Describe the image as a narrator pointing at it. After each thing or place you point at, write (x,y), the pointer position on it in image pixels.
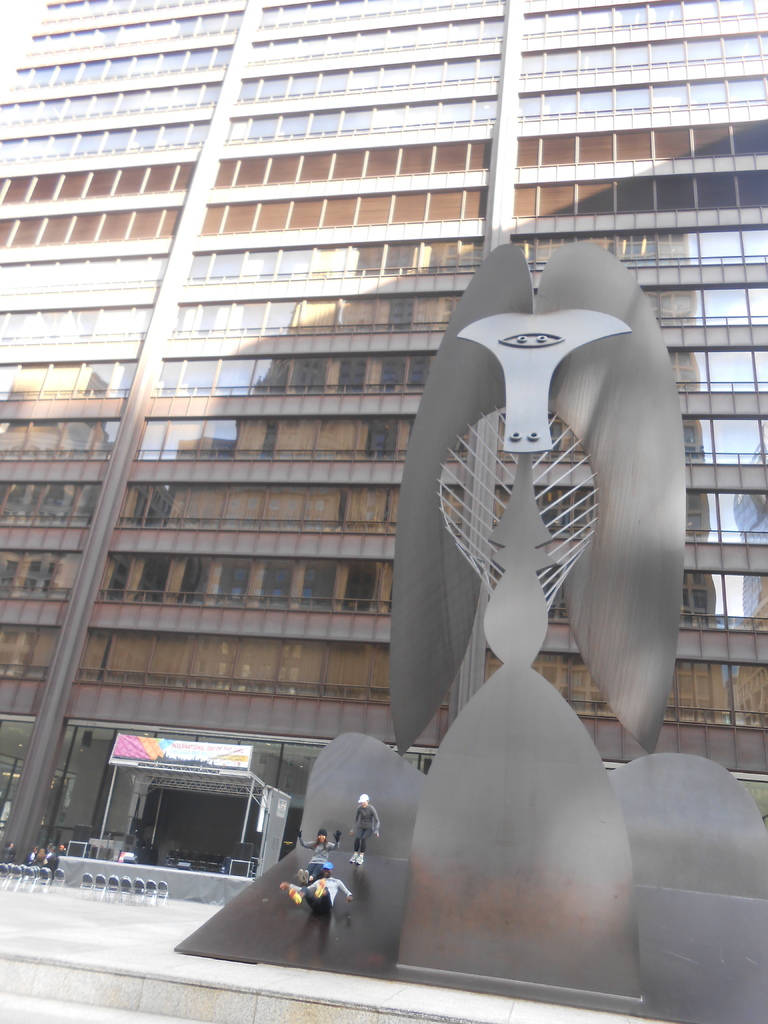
In this picture there is a building (526,140). In the foreground (631,898) there is a metal object (607,906) and there are three people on the object (377,798). On the left side of the image (255,862) there are chairs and there are speakers (237,858) and chairs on the stage (120,867) and there is a banner (192,755). At the bottom (39,887) there is a pavement (101,967). At the top (412,301) there is a reflection (9,670) of a building (262,426) on the mirrors (311,325) and there is reflection (670,88) of sky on the mirrors (766,671).
